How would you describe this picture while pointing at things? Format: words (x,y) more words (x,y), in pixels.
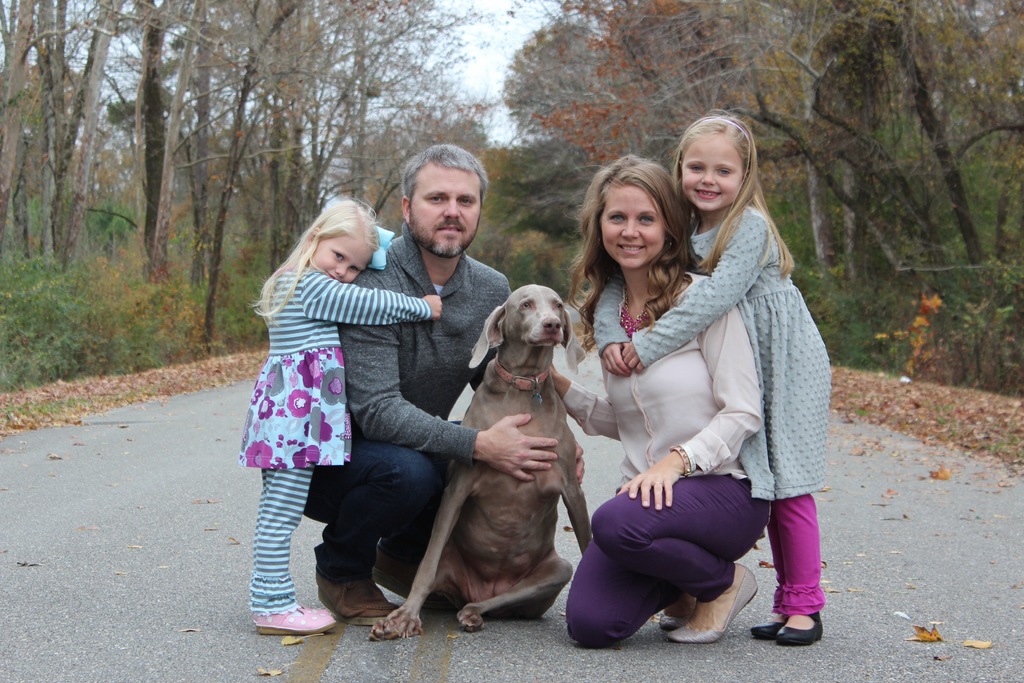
There is a man (354,336) woman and two girls (750,332) with dog (562,458) in middle of forest (26,311).
